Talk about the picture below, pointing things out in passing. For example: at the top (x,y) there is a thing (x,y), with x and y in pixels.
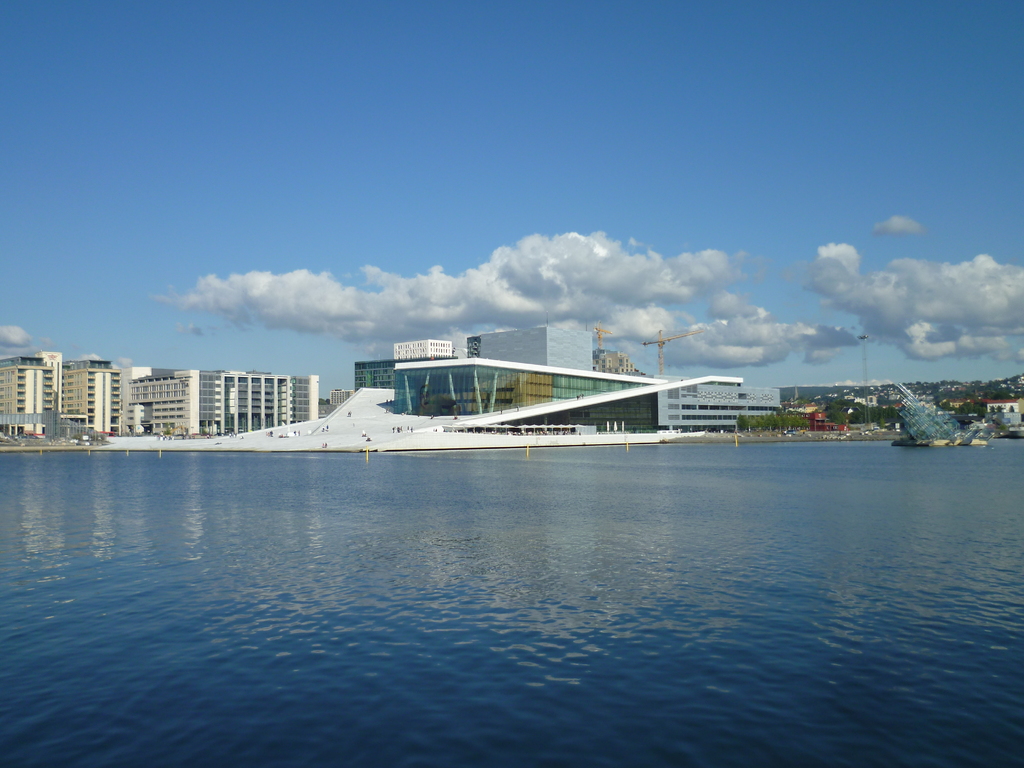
In this image at the bottom (464,666) there is water (411,519), and in the center (440,393) there are some buildings (531,405) and some towers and at the top of the image (463,228) there is sky (554,158).
